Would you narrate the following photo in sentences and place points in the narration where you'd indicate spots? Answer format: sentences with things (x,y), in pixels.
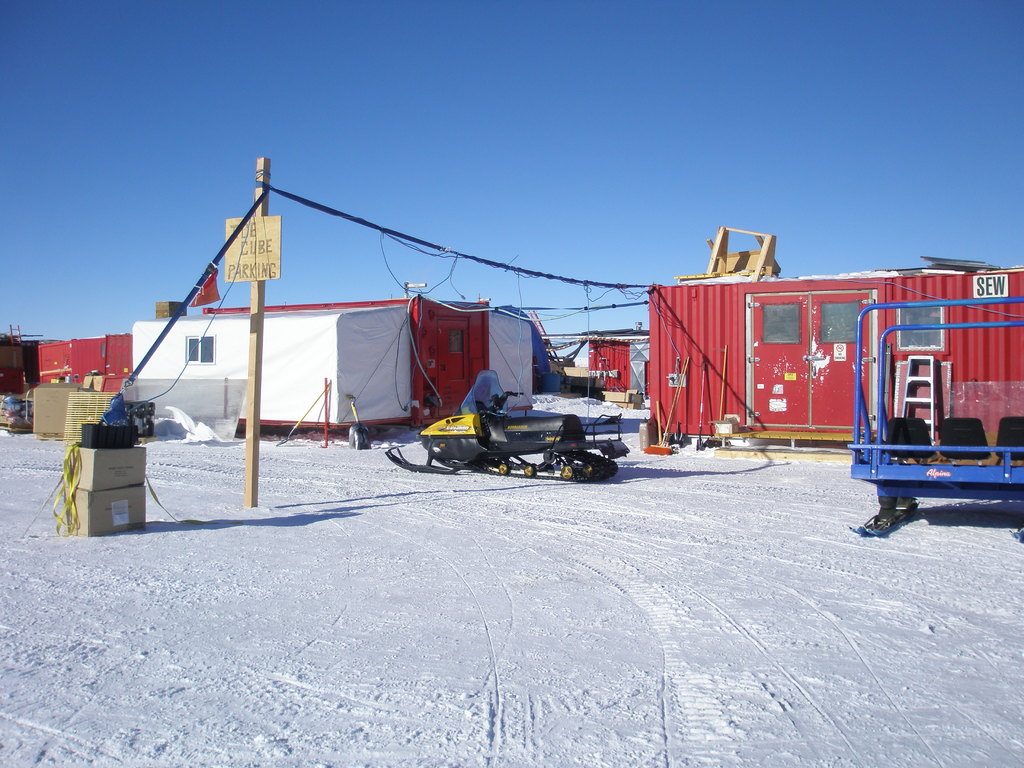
It is a snow land (321,452) and there are some red color compartments (426,339) and there is a vehicle (459,419) in front of the compartments (437,399) and there is an yellow pole (264,211) and some board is attached to the pole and in the background (398,96) there is sky (514,127).
